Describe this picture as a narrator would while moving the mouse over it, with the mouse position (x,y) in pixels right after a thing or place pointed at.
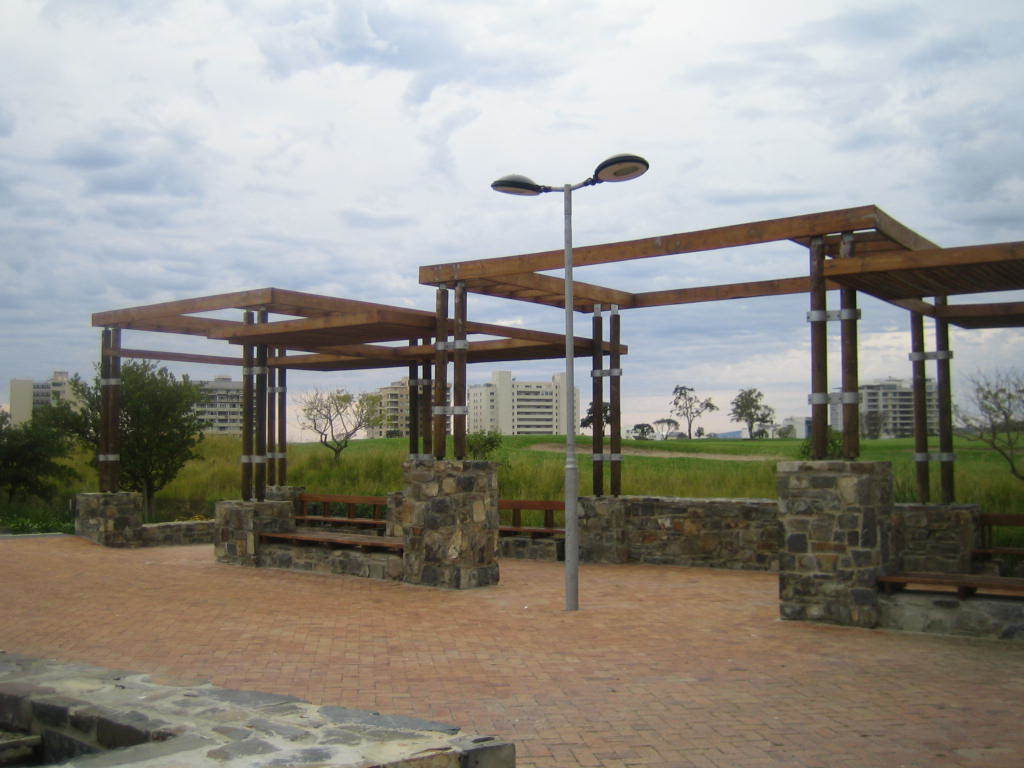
In this image in the center (593,349), there are some wooden poles (853,419) and street light (573,432). At the bottom (539,661) there is a walkway (584,660) and in the background (161,417) there are some houses (228,419), trees (43,450) and grass (525,445), on the top of the image (384,154) there is sky (243,233).
